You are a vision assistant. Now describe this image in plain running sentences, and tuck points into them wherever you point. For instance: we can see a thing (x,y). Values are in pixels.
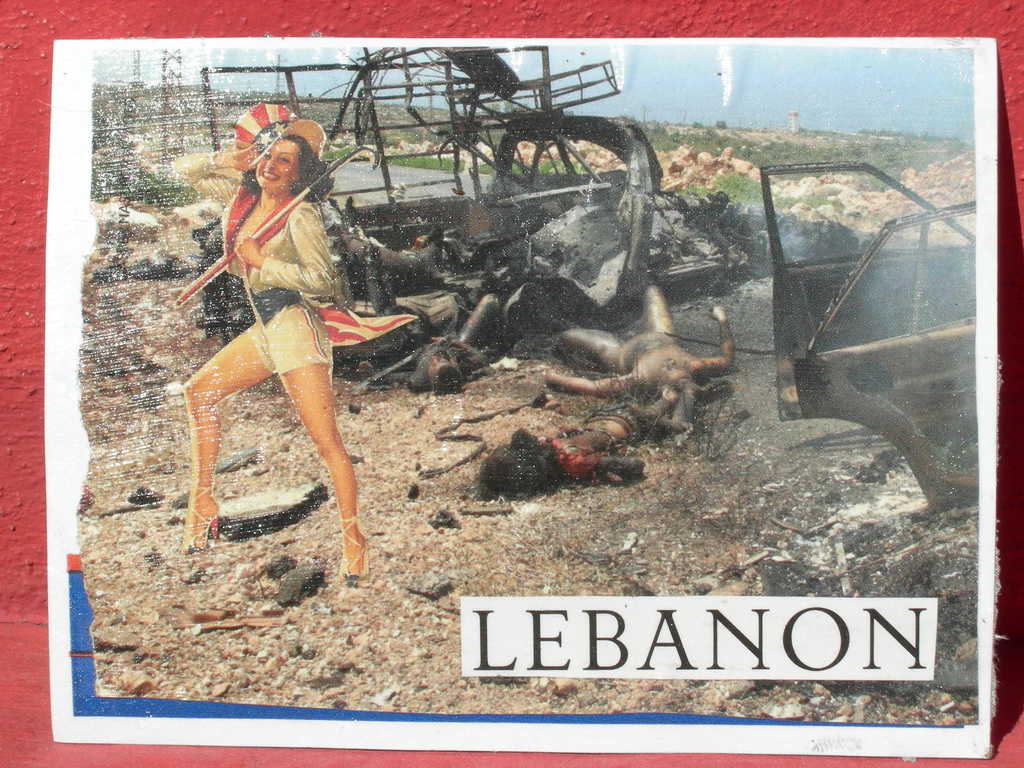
In this image we can see the photograph (237,298) of a woman (316,217) holding the stick (304,190). We can also see the burned out cars (570,303), bodies (612,385) and also stones (680,157), sky (773,103), grass (783,147) and text (780,629) and the photograph (67,710) is placed on the red color surface (151,32).
